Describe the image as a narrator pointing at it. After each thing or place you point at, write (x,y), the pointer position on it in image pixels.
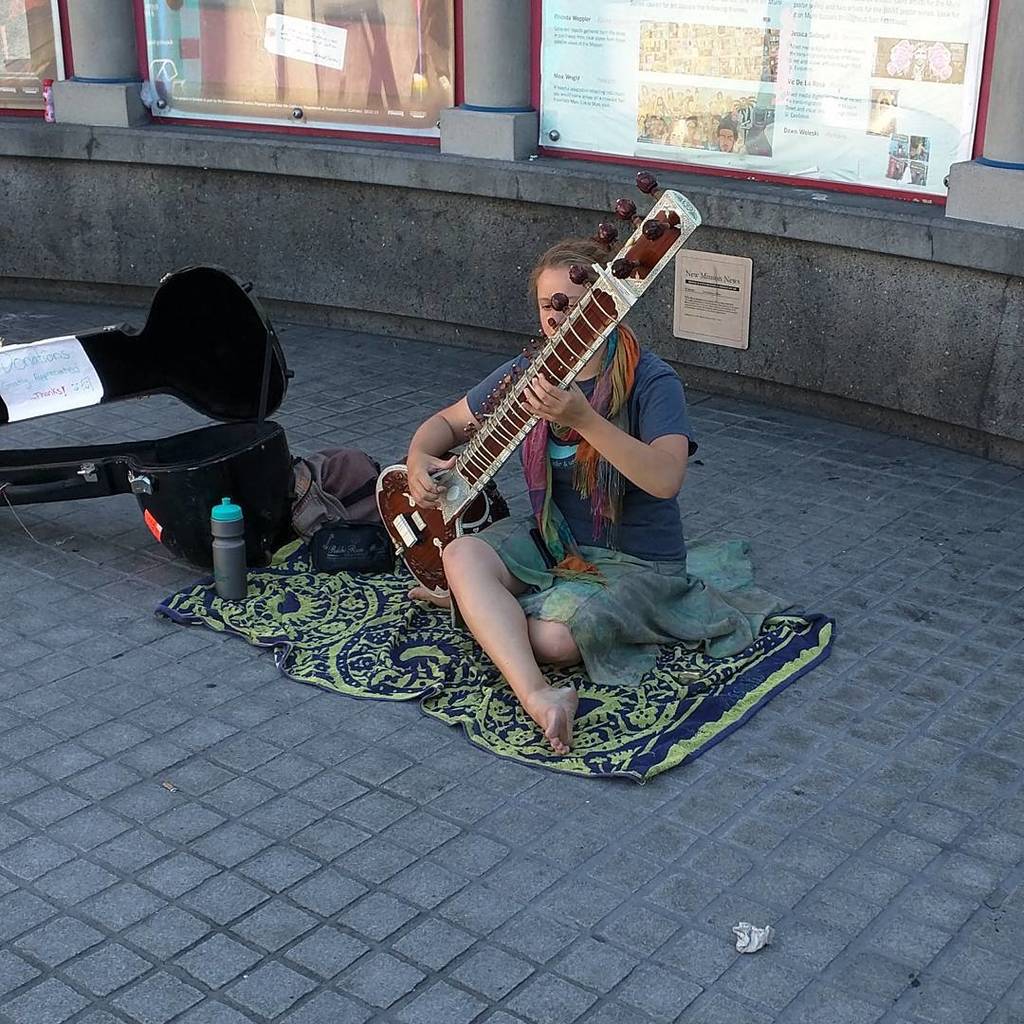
Here is the women (564,563) sitting and playing sitar instrument (471,499). This is a blanket (359,635) on the floor (338,740). I can see an instrument bag (230,476) which is black in color. This is the water bottle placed on the floor (742,896). At background (657,52) I can see posters (738,52) attached to the wall (761,291). This is a paper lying on the floor (711,936).
